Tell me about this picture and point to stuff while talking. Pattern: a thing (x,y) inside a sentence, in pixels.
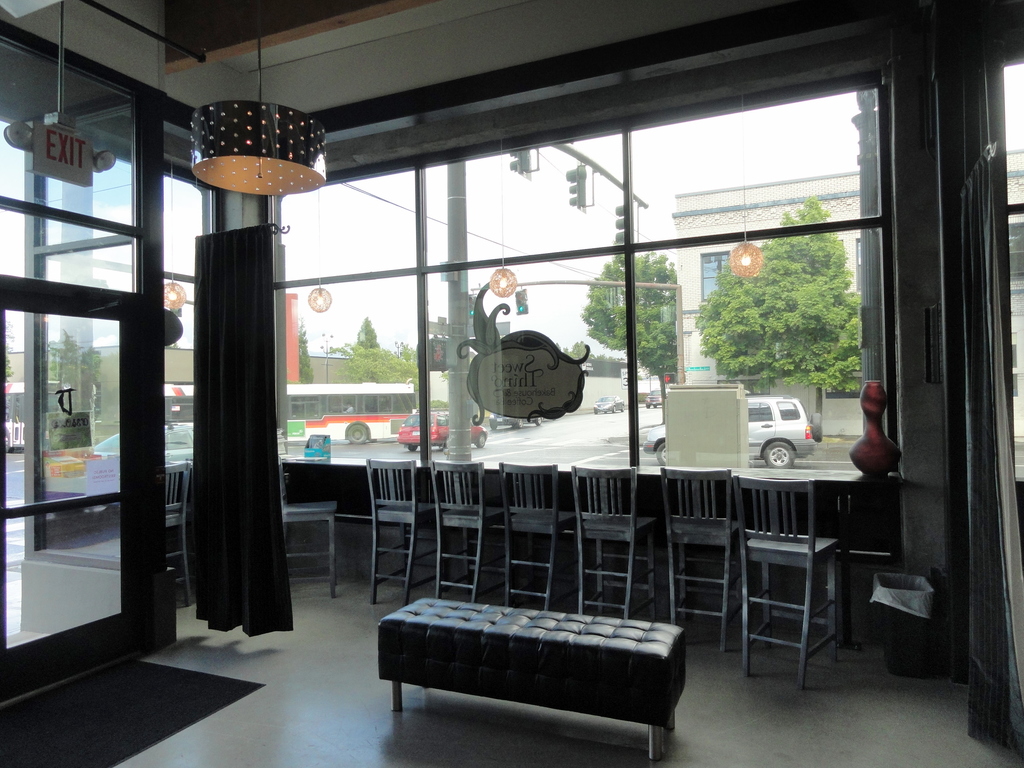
This is the picture of a room (912,326). In the room (660,534) there is a table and there are chairs (696,486), curtains (983,475) and on the right side of the image (914,587) there is a flower vase (880,408) and dustbin (888,596) and at the top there is a light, at the bottom (151,719) there is a mat (99,723). Behind the glass window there are vehicles (402,411) on the road (509,452) and there are buildings (693,361) and trees (793,318) and poles (679,340). At the top (511,222) there is sky (560,188). At the bottom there is a road (598,434).
